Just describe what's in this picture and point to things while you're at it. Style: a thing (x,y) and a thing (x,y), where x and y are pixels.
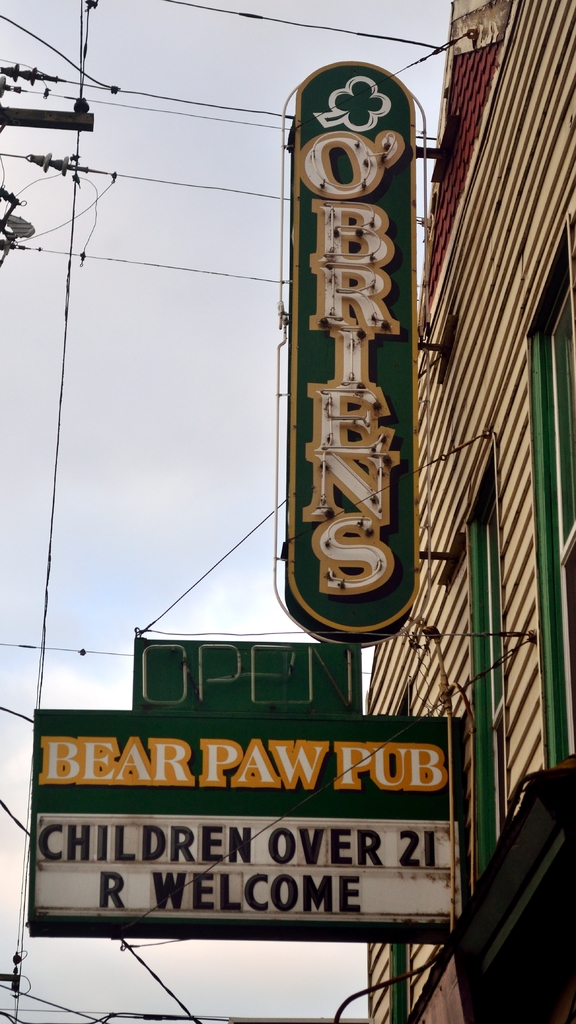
In this image we can see a building (467,616) with boards (351,295) on which there is some text (257,672). There are electric wires (23,79) and sky (88,410).
